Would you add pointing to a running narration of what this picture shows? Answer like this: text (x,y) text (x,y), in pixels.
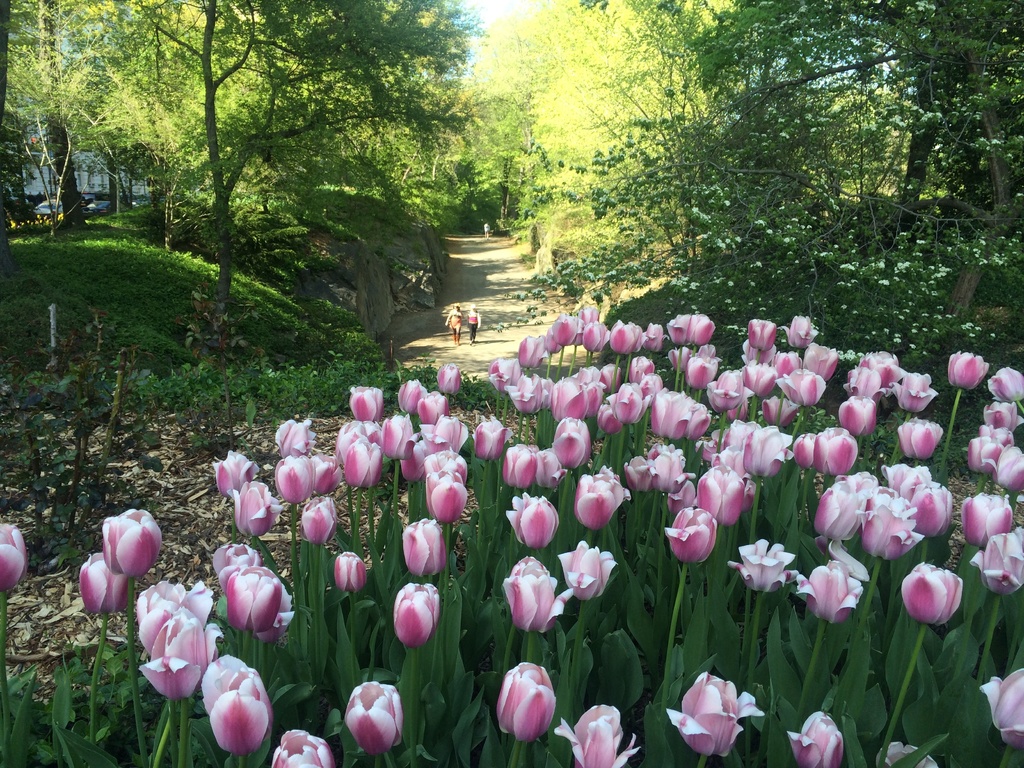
In this image, we can see some flowers (537,456), there are some plants (251,387) and trees (233,228), there is a way (435,341) and we can see two people (475,335) walking.
